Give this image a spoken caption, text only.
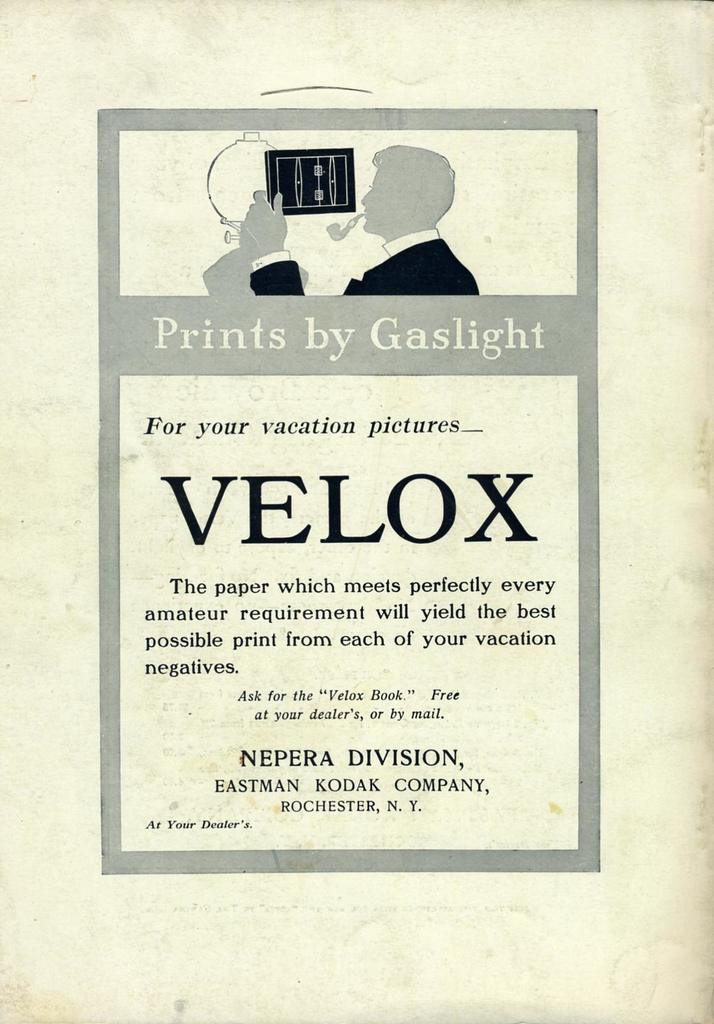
It is a poster. In this image there is a depiction of a person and there is some text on the image.
